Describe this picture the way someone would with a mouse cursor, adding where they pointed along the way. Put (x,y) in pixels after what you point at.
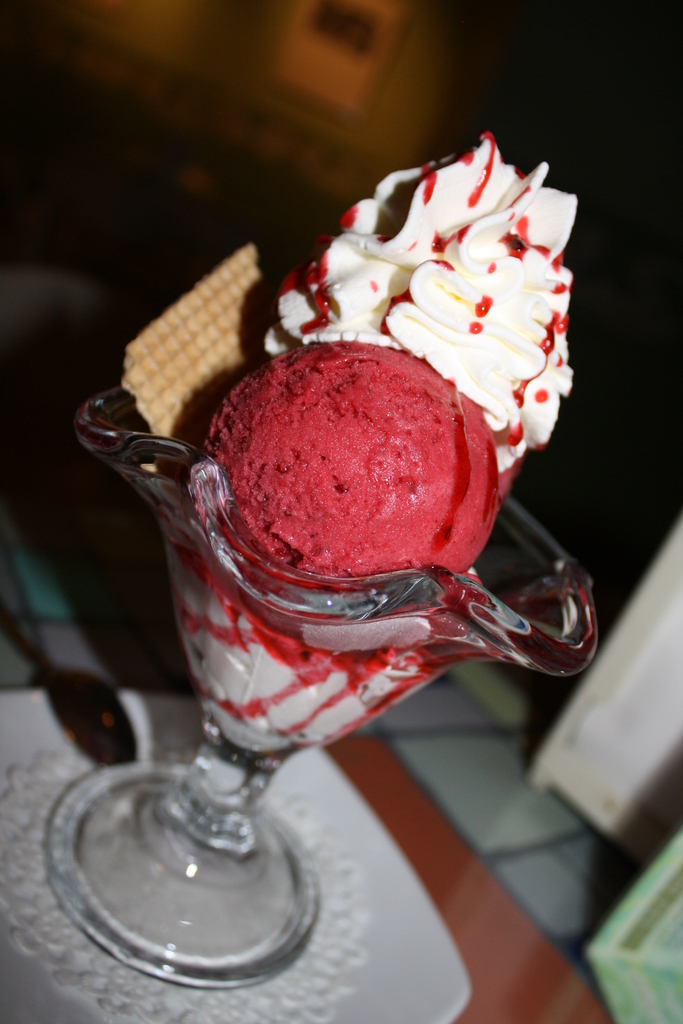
In the middle of the image (400,373) we can see ice cream (400,507) in the cup (239,585), and we can see blurry background (186,163).
